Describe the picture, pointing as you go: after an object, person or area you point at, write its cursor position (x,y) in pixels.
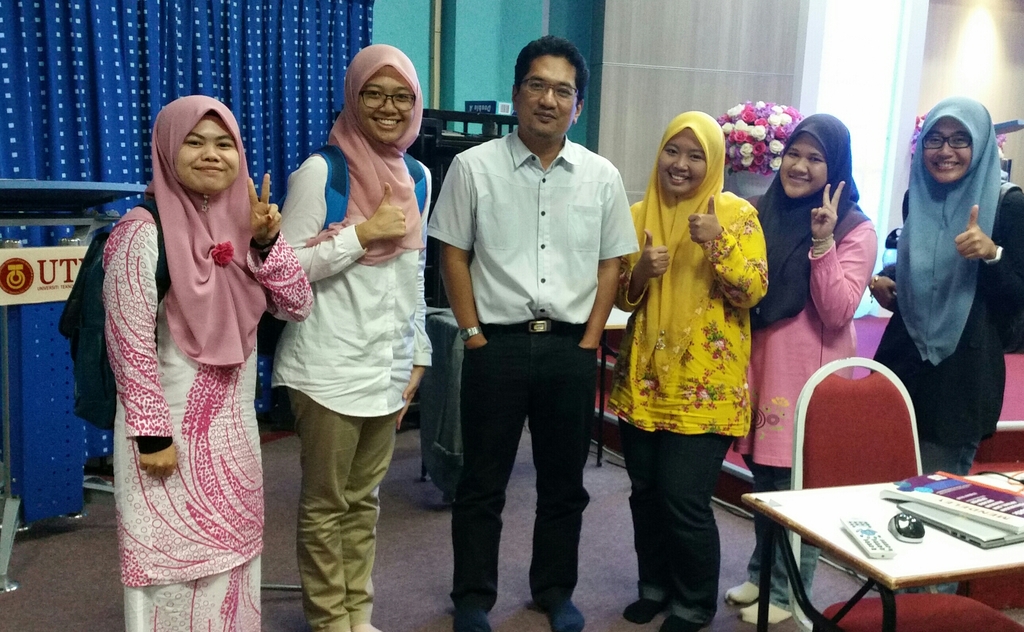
In this image there are six persons (697,457). One man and five women (914,274). To the left (142,401), the woman (142,379) is wearing a pink scarf (169,234) and a bag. To the right (967,323) the woman (936,312) is wearing blue scarf (961,222) and black dress (986,310). In the background (712,80) there is a curtain (140,46), wall (456,23) and flower vase (760,122). In the front (869,575), there is a table (935,561) on which remote (869,528) mouse (916,525) and laptop (963,520) are kept. At the bottom (604,580), there is a floor (591,568).
